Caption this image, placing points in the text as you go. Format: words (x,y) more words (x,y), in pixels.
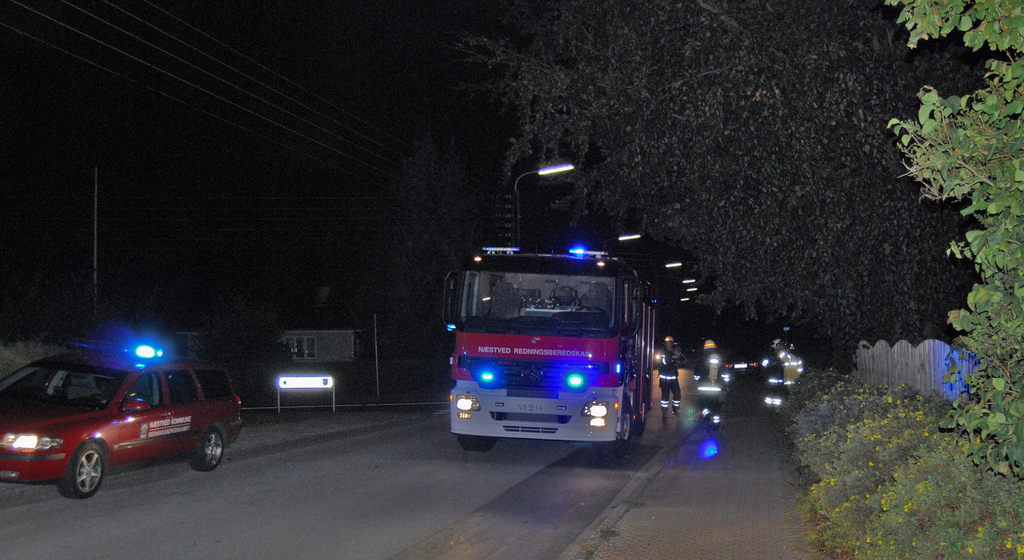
We can see vehicles (569,405) on the road (673,414) and there are people (667,338). We can see lights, poles (537,169), wires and board (331,379). We can see plants (852,471), flowers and trees (440,300). In the background (346,262) it is dark.
